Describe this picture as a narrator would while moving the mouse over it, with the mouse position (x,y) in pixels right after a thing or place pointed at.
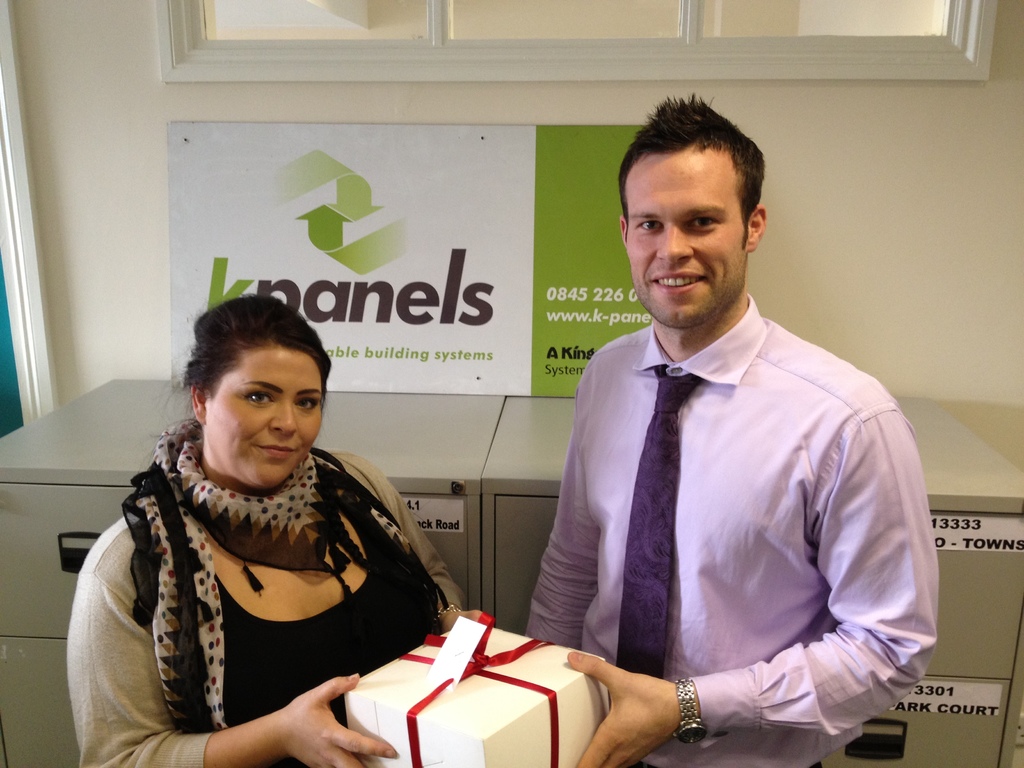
In this image there is a man (728,457) and a woman (199,571) standing. They are smiling. They are holding a box (485,708) in their hands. Behind them there is a rack (490,522). There are small papers (944,542) with text (450,528) sticked on the racks (482,490). There is a board (425,263) with text (420,306) on the rack (403,403). Behind the rack (455,437) there's a wall (801,145). At the top (355,41) there are glass windows (394,9) to the wall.
